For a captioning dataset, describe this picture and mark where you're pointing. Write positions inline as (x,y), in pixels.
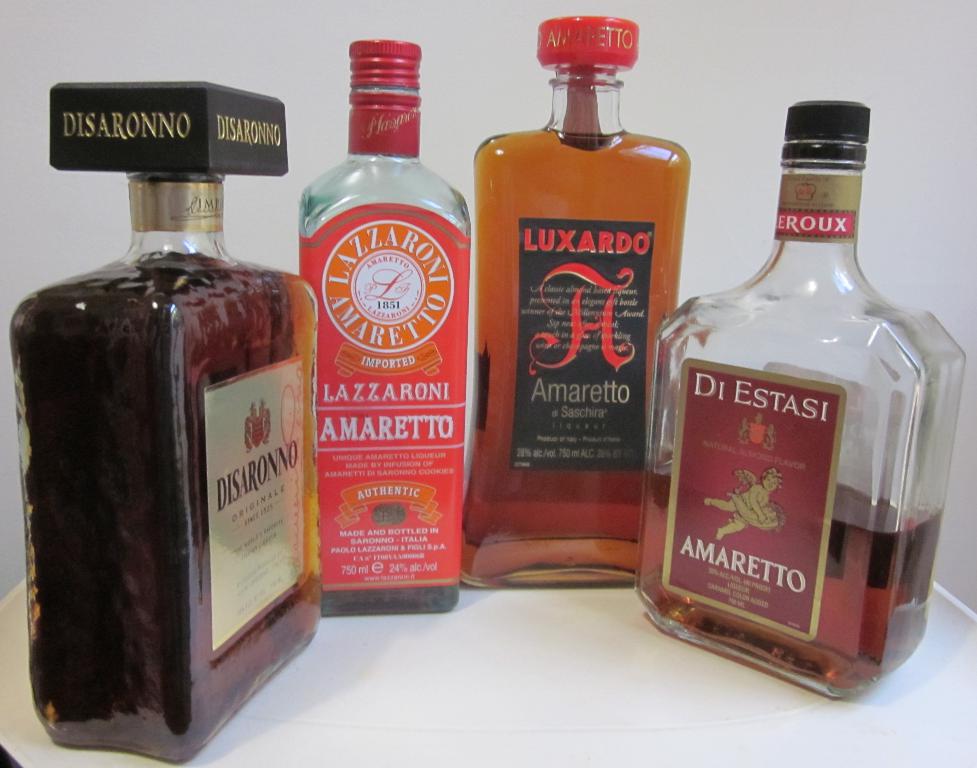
Bottom of the image (967,738) there is a table (34,728), On the table (967,738) four bottles (385,482) are there.
